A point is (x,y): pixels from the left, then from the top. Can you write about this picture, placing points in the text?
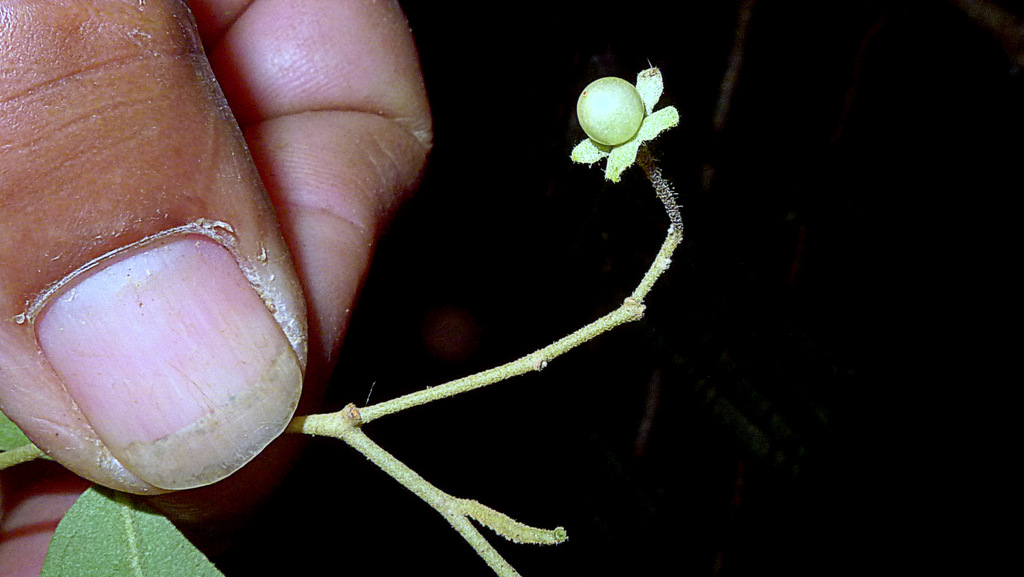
In this image, we can see a hand (91,309) of a person (133,397) holding a small stem (32,456) of a plant (655,176), there is a dark background (1017,444).
